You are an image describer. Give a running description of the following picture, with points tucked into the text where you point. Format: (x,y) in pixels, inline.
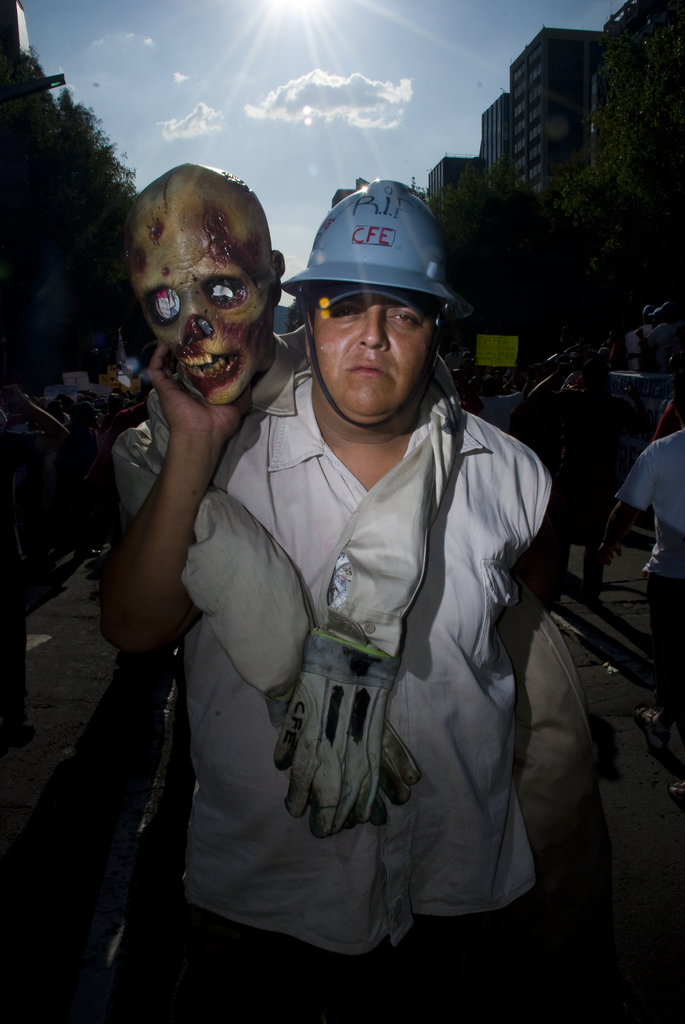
The picture is taken on the streets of a city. In the foreground of the picture (322,519) there is a person (365,438) standing with the costume (172,291), he is wearing helmet (405,240). In the background (661,477) there are many people (464,349) walking on the roads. On the right (564,263) there are trees (600,160) and building (538,145). On the left (63,252) there are trees (23,61) and building (18,8). Sky (271,85) is clear and it is sunny.
